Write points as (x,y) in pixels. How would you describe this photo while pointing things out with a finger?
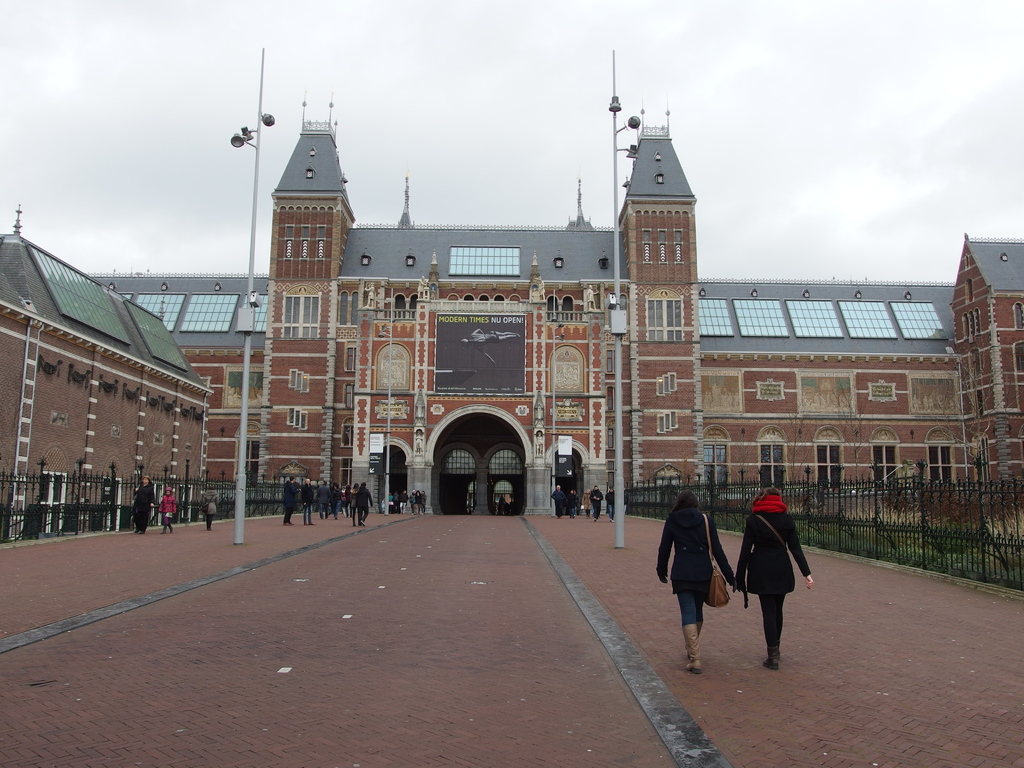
In the image we can see buildings (790,400), light poles (615,149), footpath (325,596), fence (904,510), grass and a white sky (840,91). We can even see there are people (692,594) walking, they are wearing clothes (688,608) and this is a handbag (724,586).
